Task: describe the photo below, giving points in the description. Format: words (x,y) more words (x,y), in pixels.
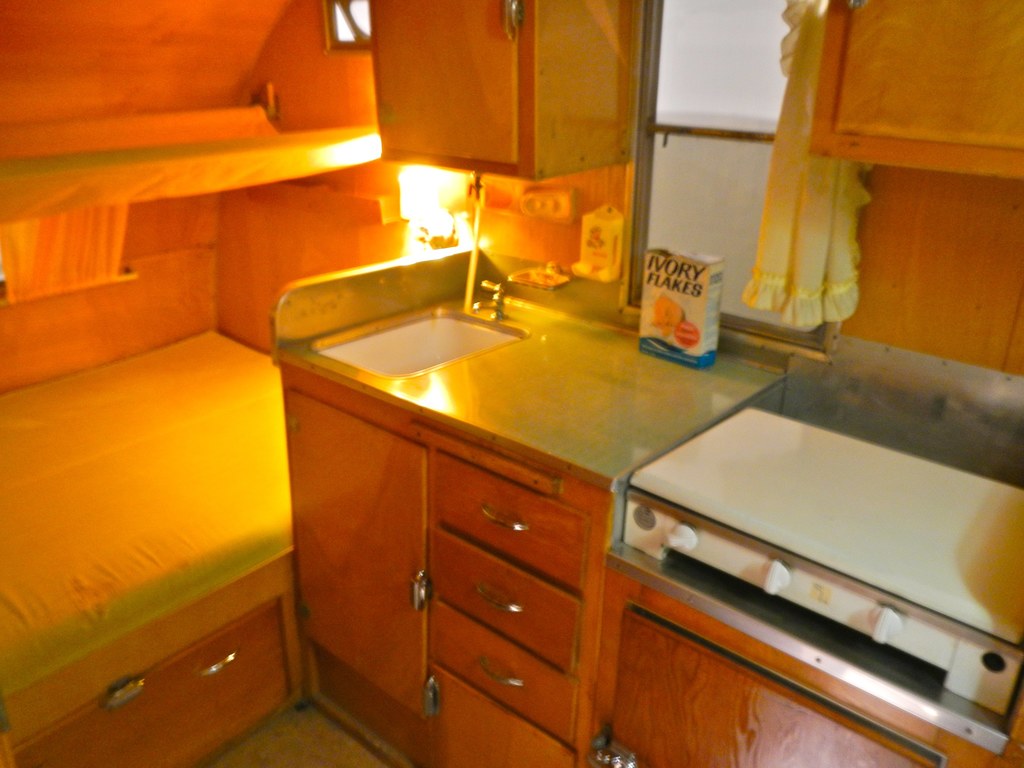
In the picture we can see a bedroom (234,478) along with the table (440,279) near to it on the table (694,385) there are different items (705,264), a gas stove (836,582) and a light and a cup board (463,28) there is a window (732,163) near to the wall (959,271) there is a curtain (863,194).
